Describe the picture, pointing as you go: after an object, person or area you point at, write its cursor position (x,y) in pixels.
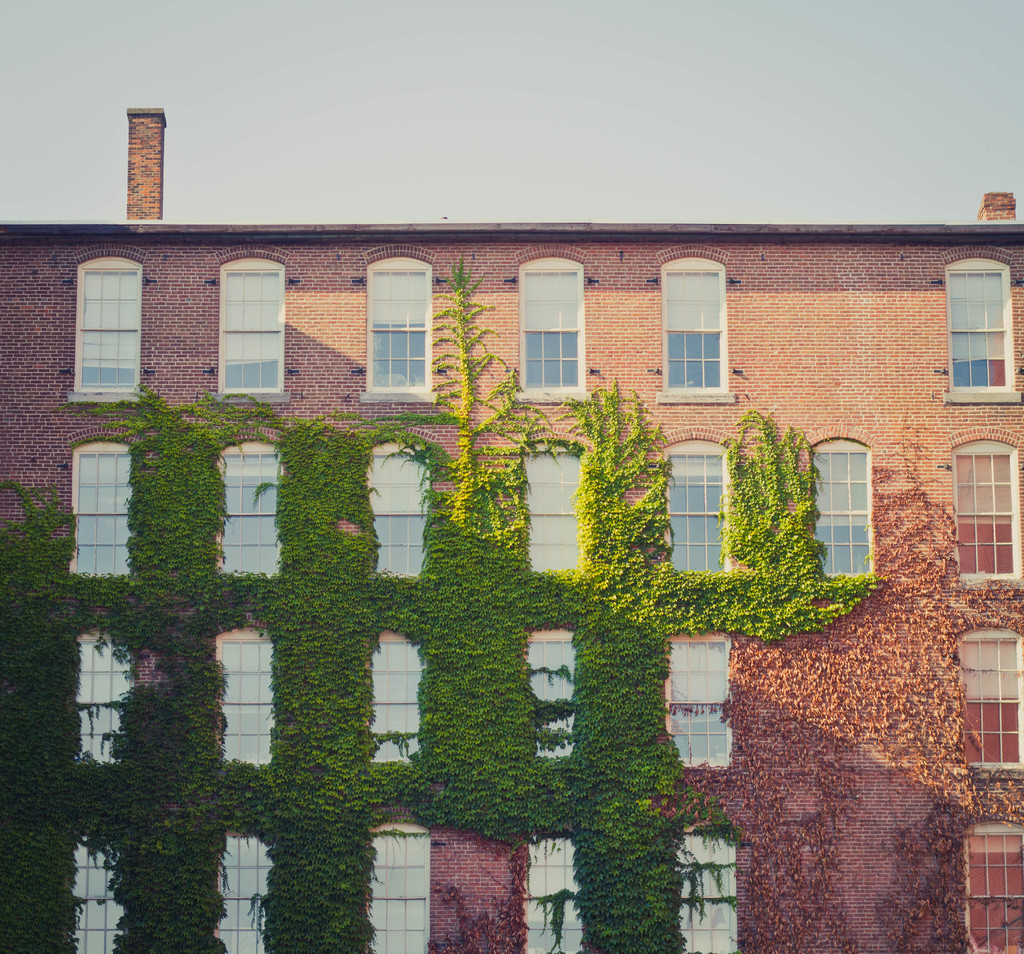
In this image we can see building (497,380) with windows (278,386), ivy (5,625) and sky (571,151).
